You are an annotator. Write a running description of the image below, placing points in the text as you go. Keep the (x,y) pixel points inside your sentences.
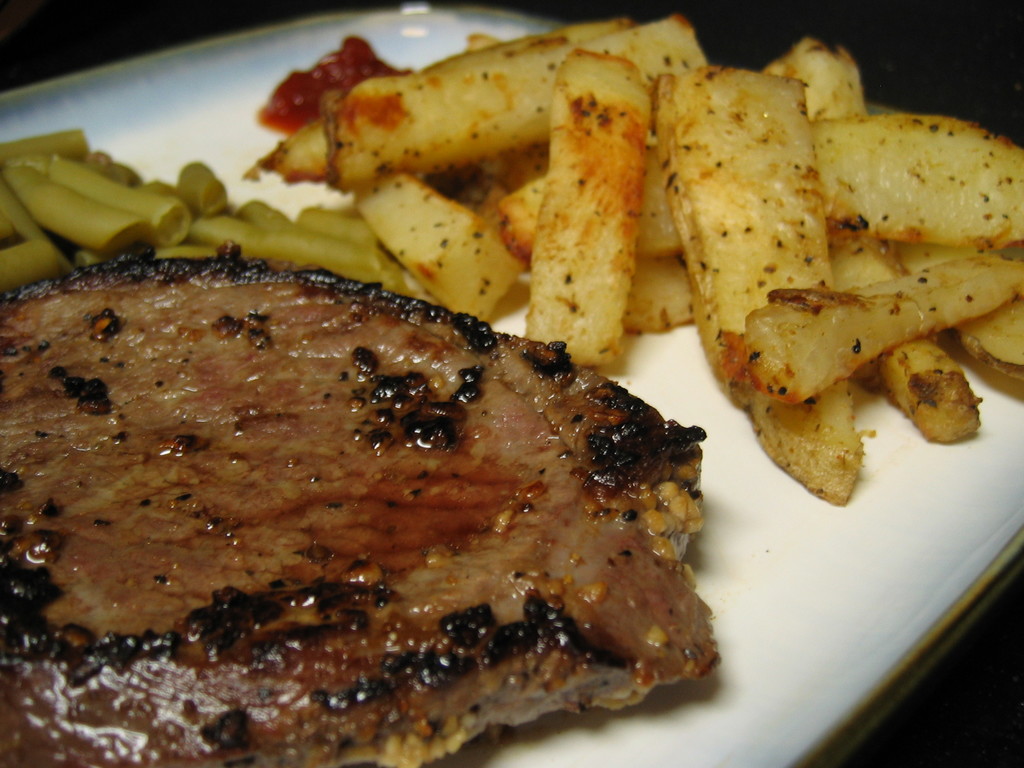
In the foreground of this image (840,368), there are food items (617,653) on a white platter (786,641) like an object (757,630).
